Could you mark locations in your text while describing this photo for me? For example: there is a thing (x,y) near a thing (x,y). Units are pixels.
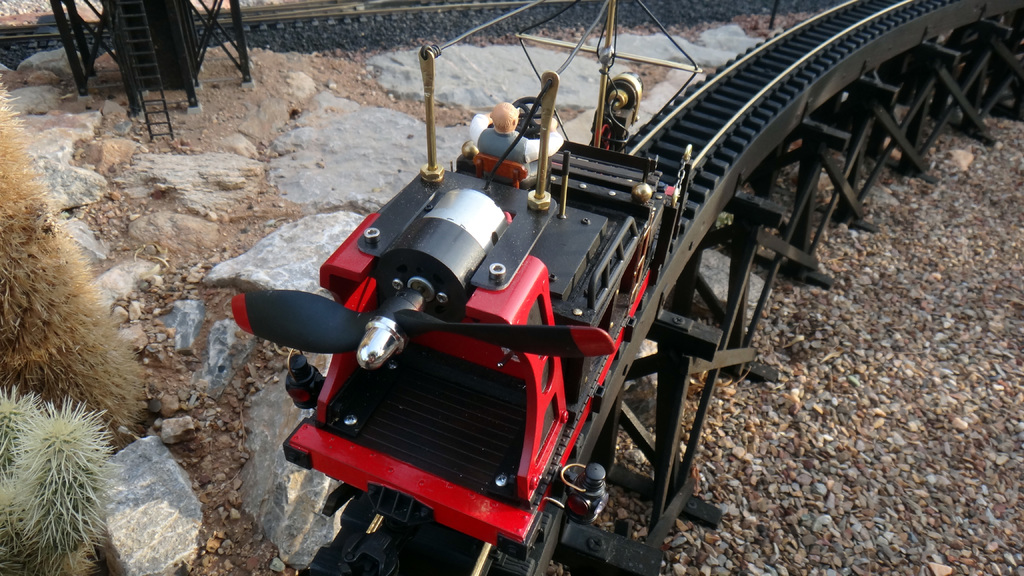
In this image I can see there is a train toy (638,243) moving on the track (797,58) and it has pillars (945,78). There are few stones (796,363) placed on the surface (263,128). There are two plants (53,348) at left side (19,499).
